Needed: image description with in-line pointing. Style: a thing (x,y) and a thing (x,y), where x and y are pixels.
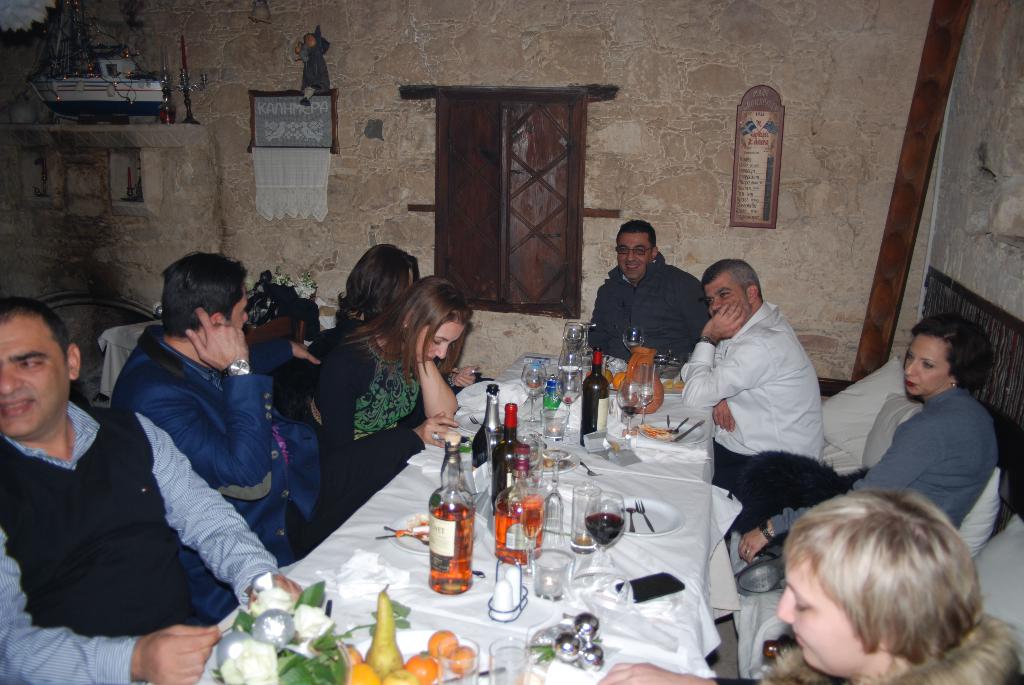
This picture shows a people (324,488) sitting around a table (478,582) in their chairs (767,624) on which some glasses (616,533), bottles (503,533), forks (632,526), mobiles (646,581) were placed along with some food items (388,637). In the background (372,109) there is a wall (516,39) and a window (478,145) here.
